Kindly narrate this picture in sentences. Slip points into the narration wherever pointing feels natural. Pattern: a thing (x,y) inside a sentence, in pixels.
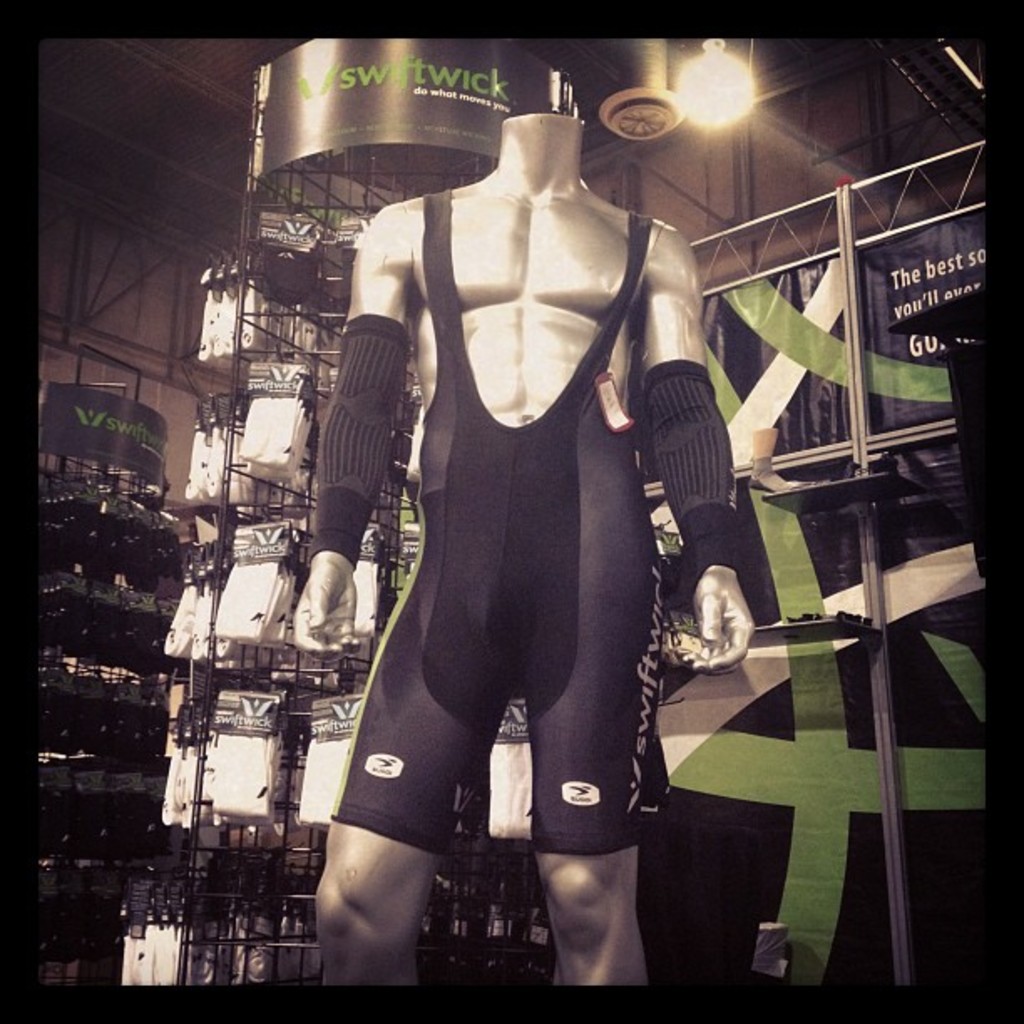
In this picture we can see a mannequin (595,341), tag (600,386) and at the back of this mannequin (383,212) we can see posters (776,340), racks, light (695,114), rods (799,208) and some objects (631,94).
